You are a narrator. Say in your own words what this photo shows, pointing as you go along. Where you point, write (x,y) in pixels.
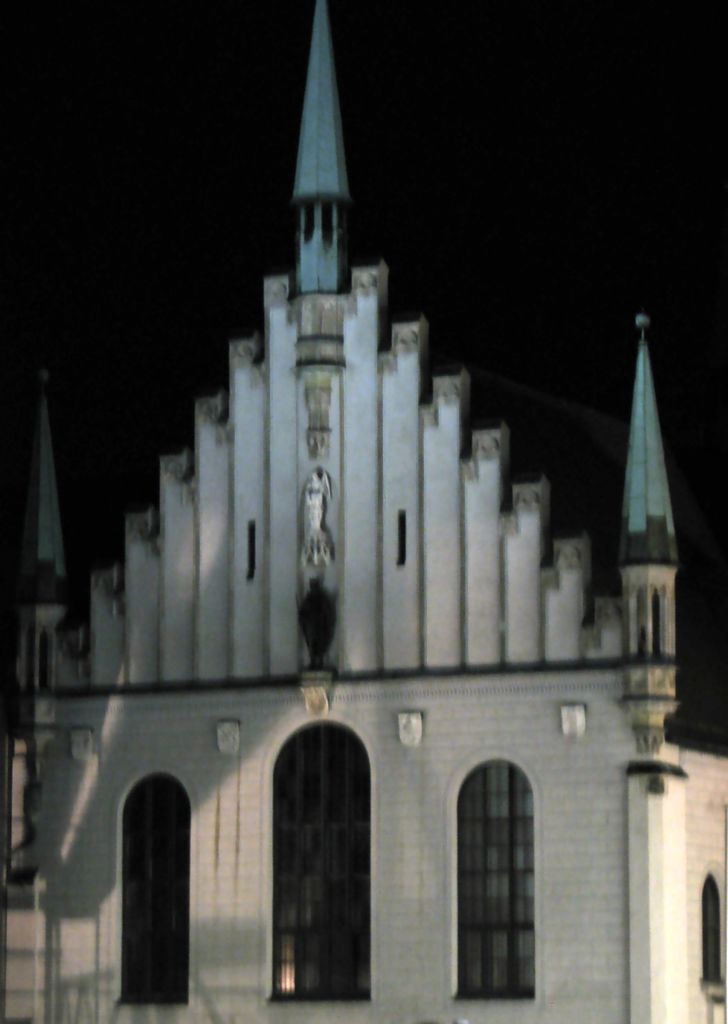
In the center of the image (339,551) there is a building (409,781). In the background (410,135) we can see sky (297,150).
